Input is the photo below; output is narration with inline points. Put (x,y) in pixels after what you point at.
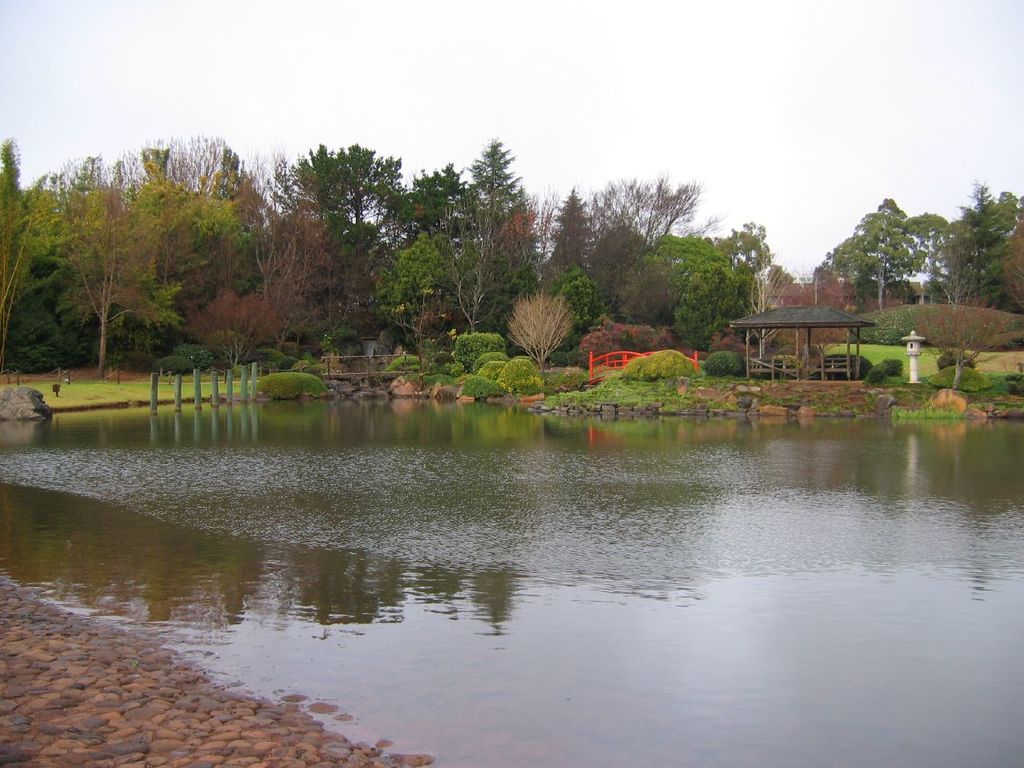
Here in this picture, in the front (562,465) we can see water (569,453) present over a place (435,498) and we can see grass (92,394) covered over the ground (129,394) and we can also see plants (262,383), bushes (520,385) and trees (728,316) present and on the right side (785,322) we can see a shed (803,324) present and we can see the sky (369,106) is cloudy.
